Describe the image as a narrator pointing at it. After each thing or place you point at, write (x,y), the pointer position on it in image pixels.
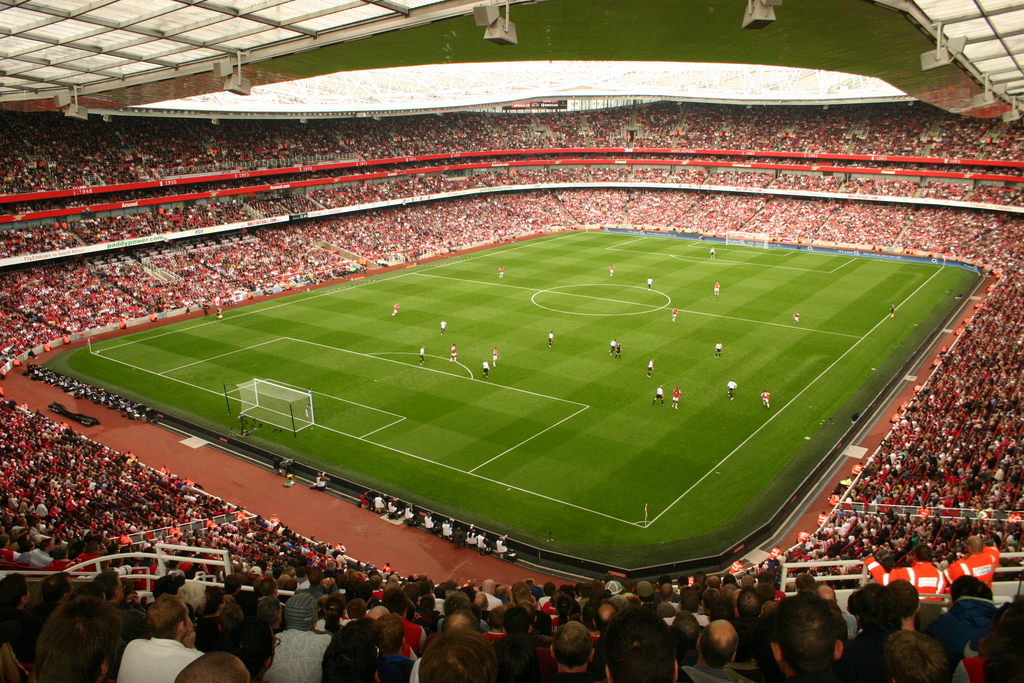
In the center of this picture (612,346) we can see there are group of persons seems to be playing a game and we can see the nets (268,389), metal rods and the green grass (577,414). In the background (294,149) we can see there are many number of people (231,185) seems to be sitting on the chairs (58,549). At the top (273,9) we can see the roof (281,39) and some other objects (231,75).
